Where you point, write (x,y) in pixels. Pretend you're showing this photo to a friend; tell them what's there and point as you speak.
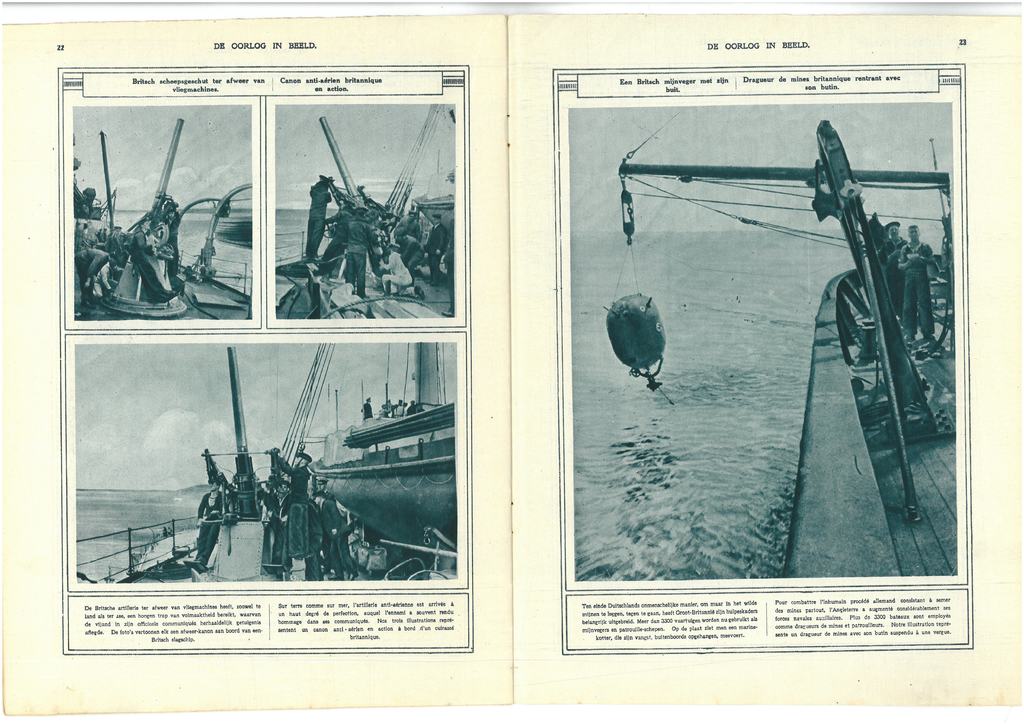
Collage picture. People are on boats (432,539). Background (779,353) there is water (124,490). Something written at bottom (679,623) and top of the image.
